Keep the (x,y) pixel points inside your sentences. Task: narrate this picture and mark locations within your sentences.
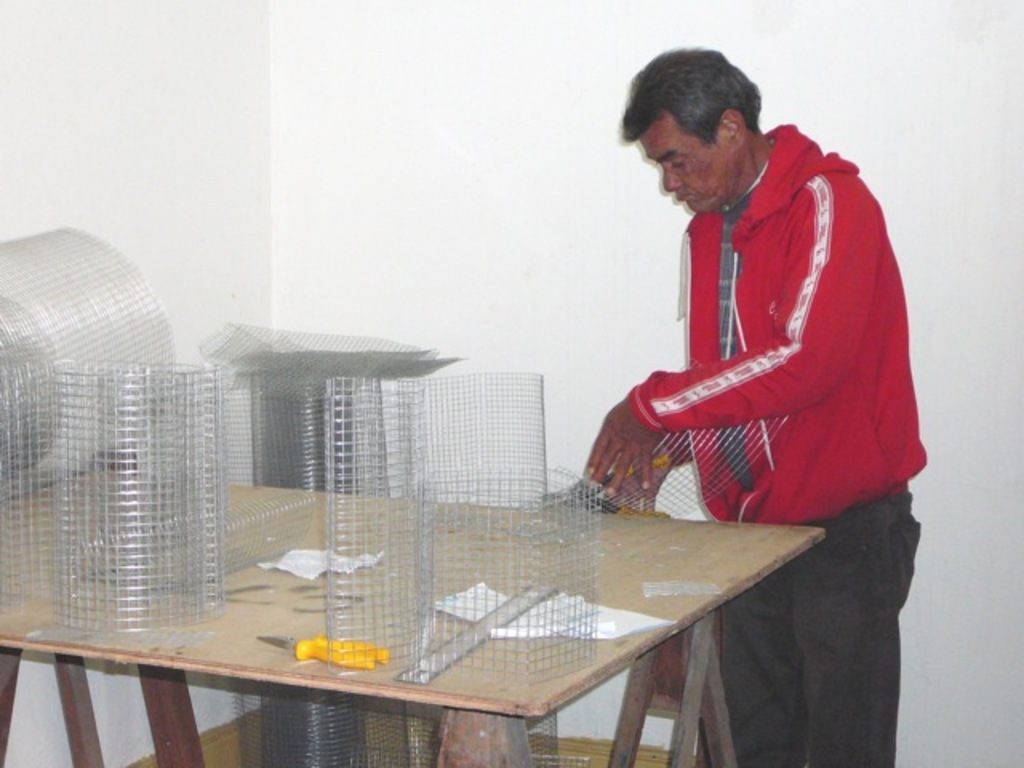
This is a wall (184,106). here we can see a man (808,351) wearing a red colour jacket (867,363), standing in front of a table (760,546) and on the table (746,550) we can see mesh (475,531), scissors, scale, paper (545,603). This man (717,460) is holding a mesh (688,483) in his hand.
